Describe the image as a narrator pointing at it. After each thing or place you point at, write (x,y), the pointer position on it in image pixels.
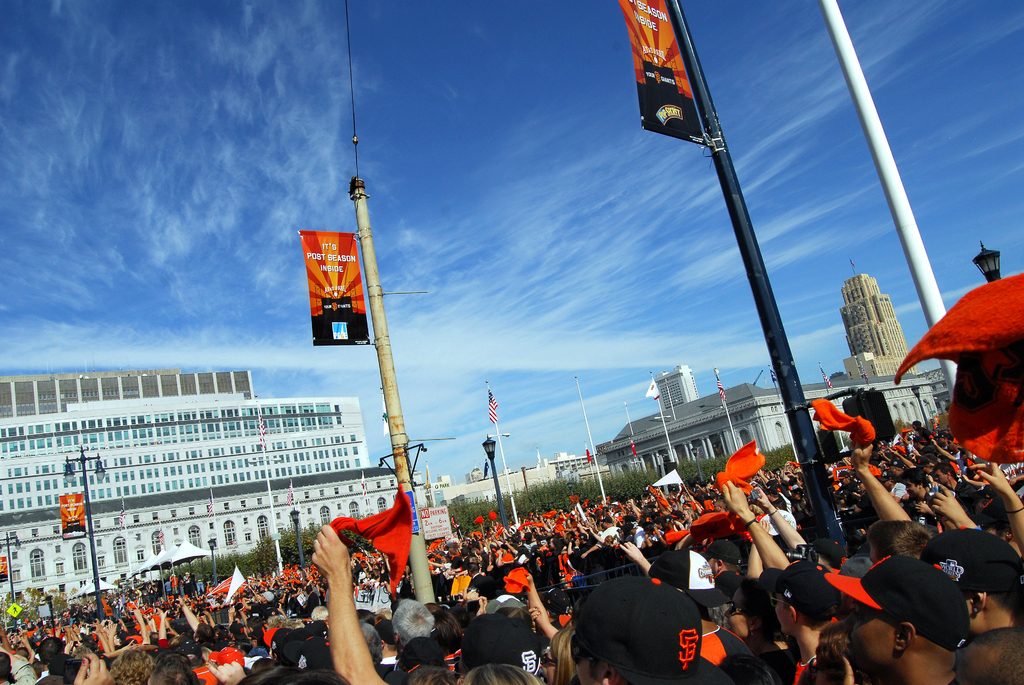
At the bottom of this image (794,544), there are persons (840,486), poles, trees (705,458) and buildings (862,314) on the ground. In the background (798,209), there are clouds (170,129) in the blue sky (313,92).
